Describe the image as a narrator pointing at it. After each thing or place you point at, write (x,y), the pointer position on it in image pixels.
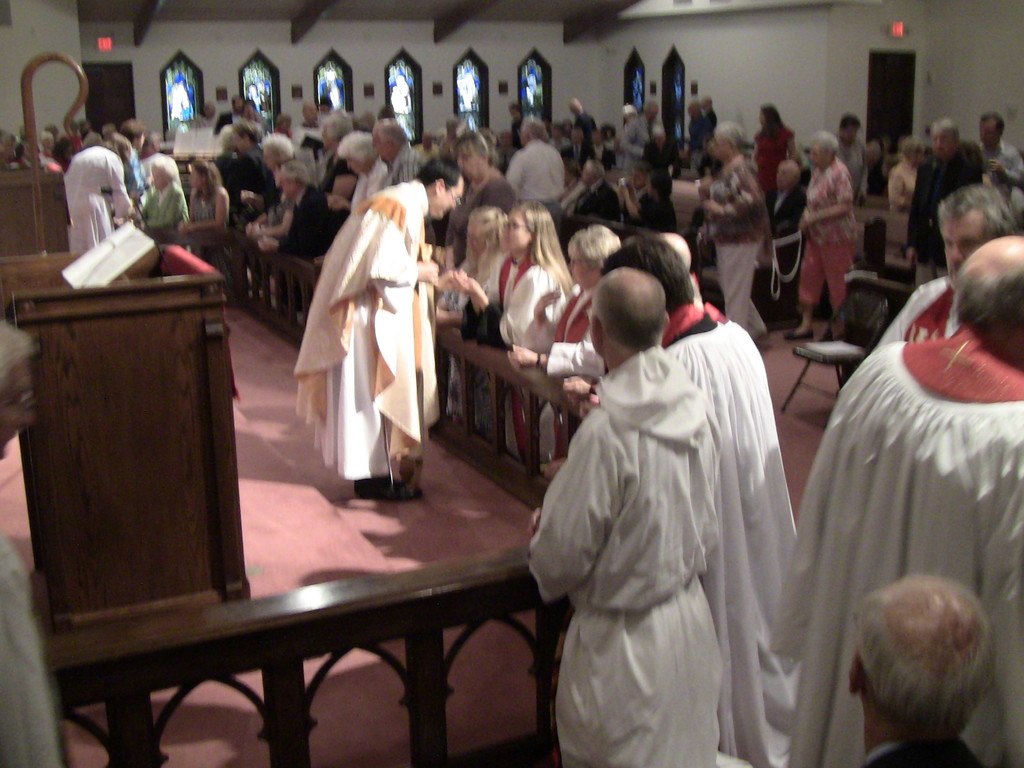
In the foreground of this image (577,617), there is a wooden railing (465,617), few persons (599,333) standing in the hall (705,376). We can also see few chairs (843,327) and persons (640,197) sitting, a wooden podium (163,407), book (126,255), glass windows (270,94), wall (152,89) and the ceiling (347,17).
